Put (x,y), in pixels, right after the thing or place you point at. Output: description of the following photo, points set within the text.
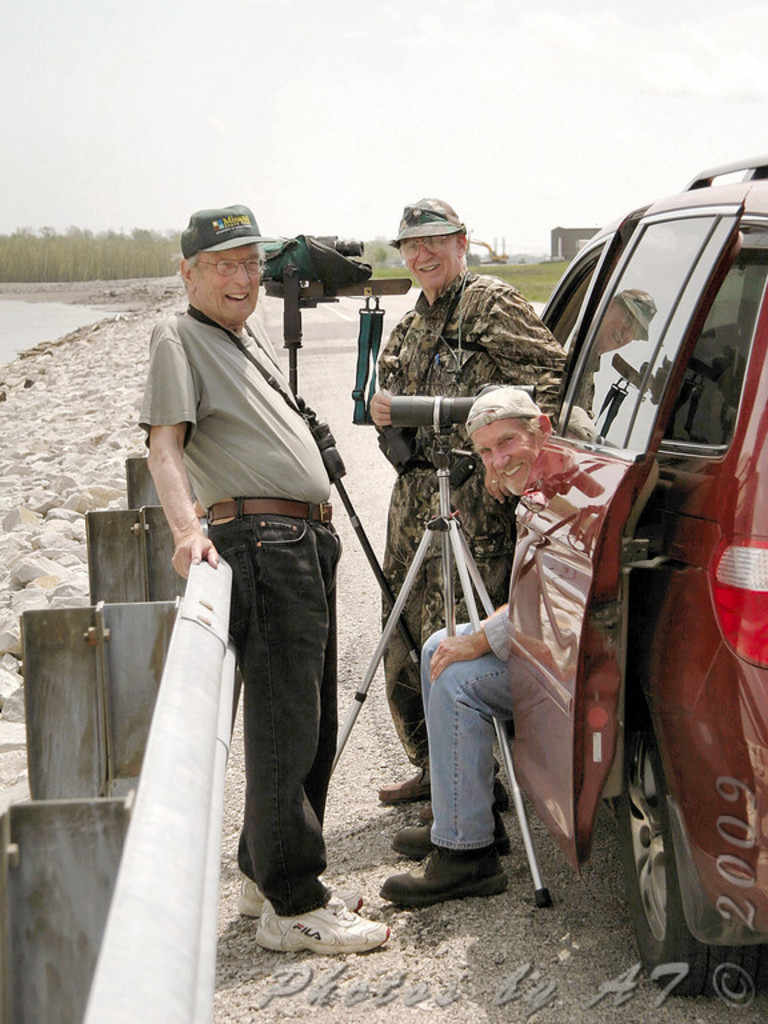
In this image I see 3 men (556,344) in which 2 of them are standing and this man (421,899) is sitting in a car (590,318), I can also see that all of them are smiling and I see 2 equipment (362,420) with them. In the background (393,193) I see the trees (105,270) and the stones (0,396) over here and I see the sky (238,28).
